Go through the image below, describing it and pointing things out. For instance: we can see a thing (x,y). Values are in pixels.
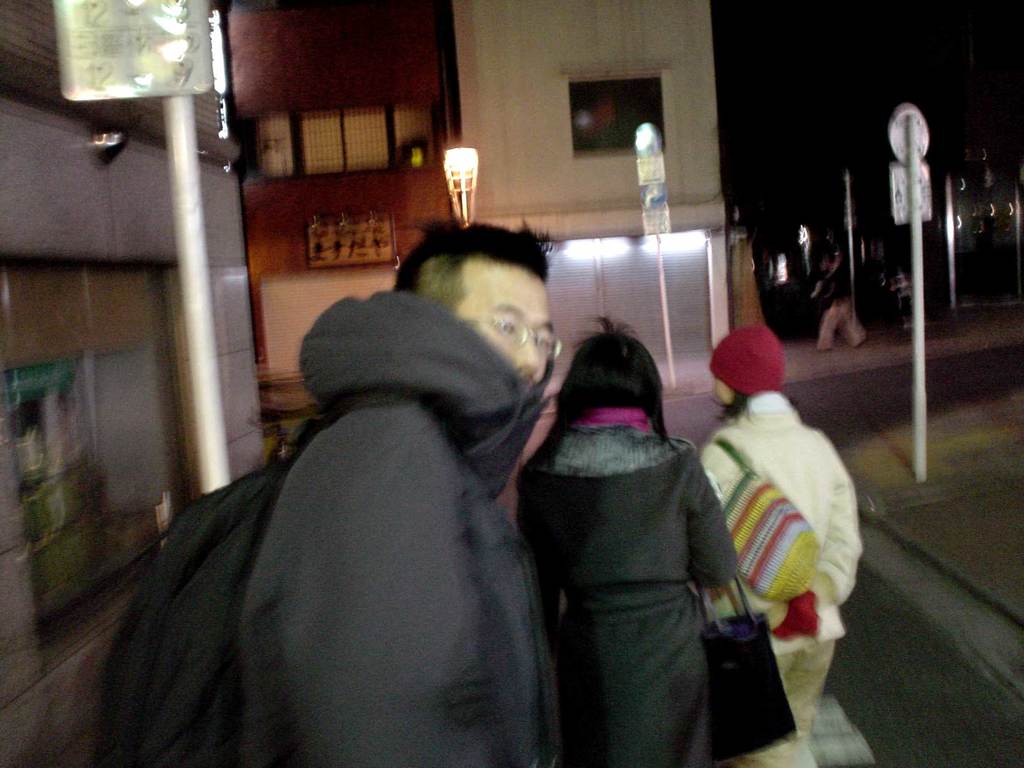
In this image, we can see few people (682,524) are wearing bags (776,690). Background (525,199) We can see houses (80,376), walls (6,537), poles (193,435), sign boards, light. On the right side (833,312), we can see a person (842,322) is walking.
